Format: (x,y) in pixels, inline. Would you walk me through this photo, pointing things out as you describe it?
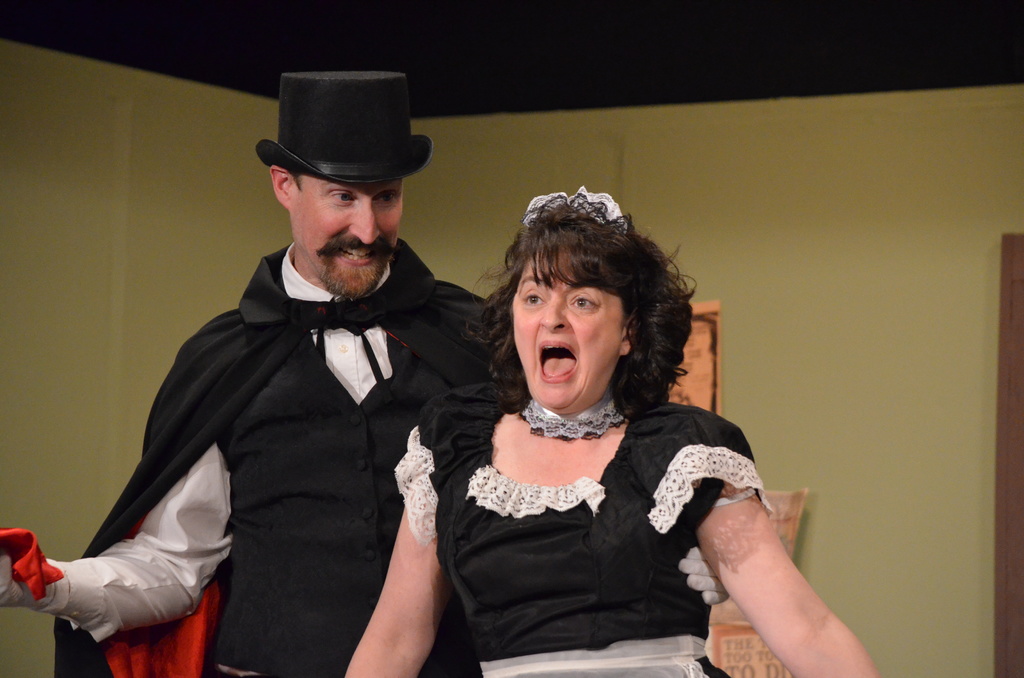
In the center of the image (488,327), we can see people (473,458) wearing costumes (476,493) and one of them is wearing a hat (355,149). In the background (684,149), there is wall (782,361) and we can see some papers (718,376).
